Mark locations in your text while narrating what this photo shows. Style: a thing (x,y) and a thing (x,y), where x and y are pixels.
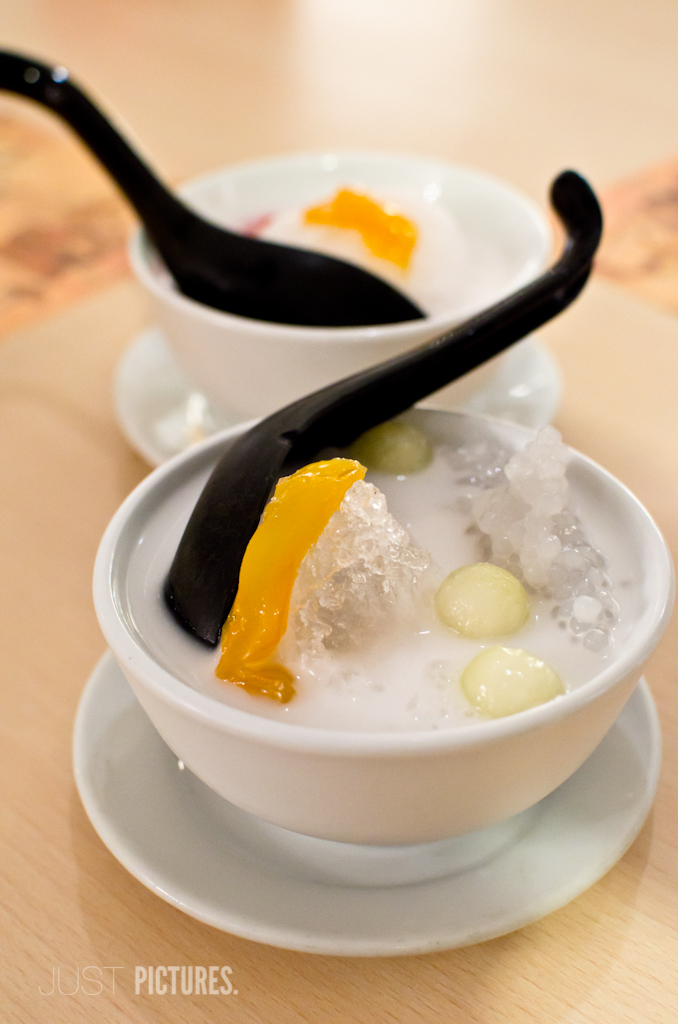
In this image there are two cups (431,768) and two spoons (239,247). In the cup (186,704) there is sweet (438,605).
